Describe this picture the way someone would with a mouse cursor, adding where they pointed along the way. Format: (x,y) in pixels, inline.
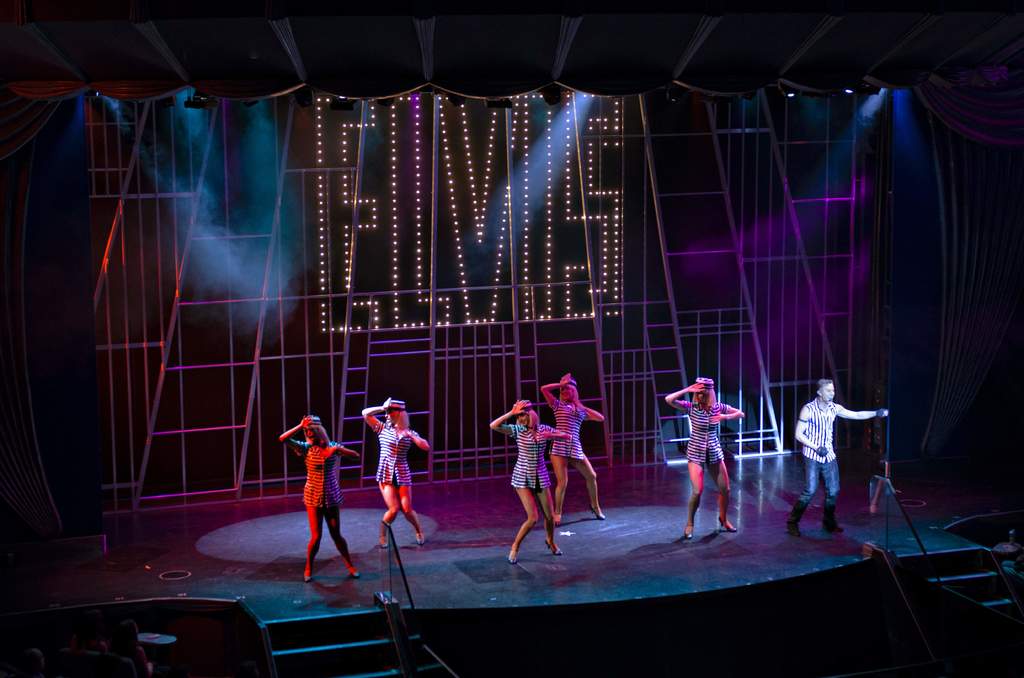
In this image I can see group of people (320,425) standing. In the background (534,289) I can see the board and I can also see few lights (543,102).
